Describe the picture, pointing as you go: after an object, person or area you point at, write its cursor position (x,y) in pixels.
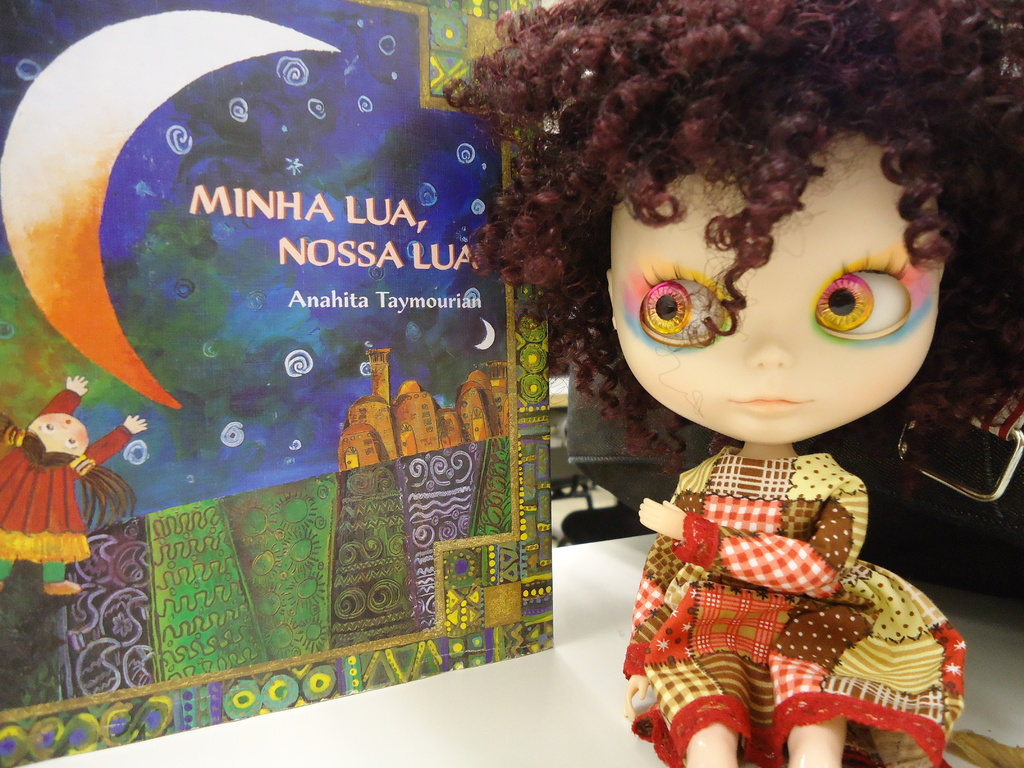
This picture describe about a small doll (603,258) sitting on the white table top (579,734). Beside we can see colorful green and blue color poster (322,586).
